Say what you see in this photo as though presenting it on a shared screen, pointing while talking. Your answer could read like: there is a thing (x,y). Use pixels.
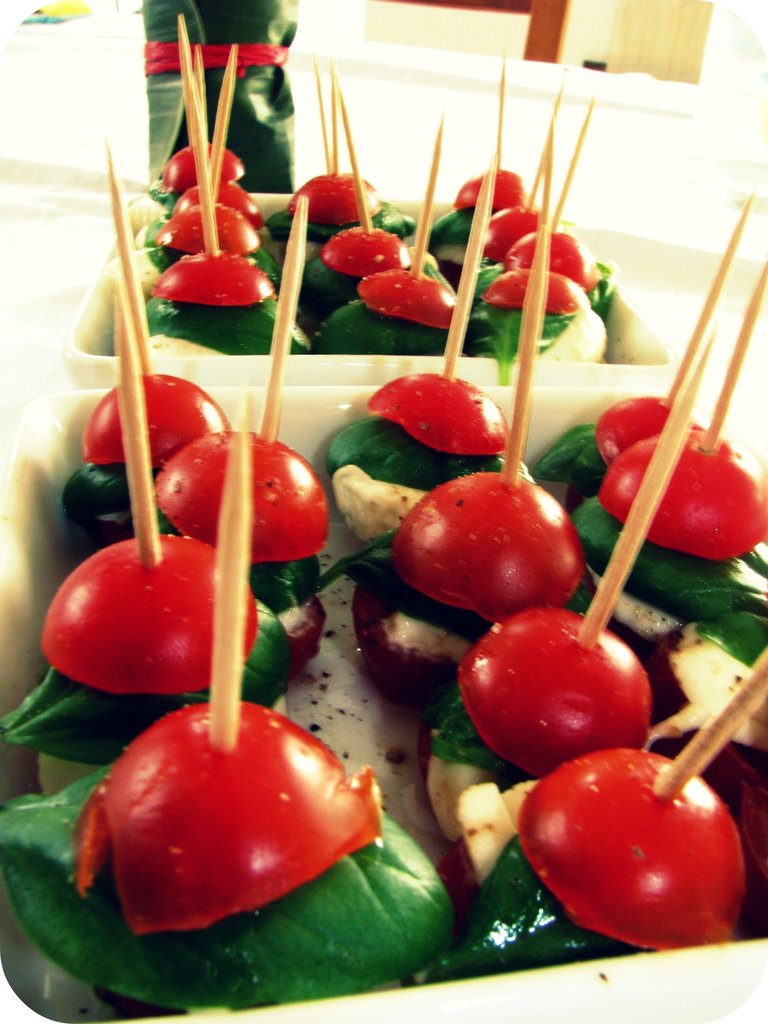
In this image we can see some food (670,579) in the plates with toothpick sticks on it which are placed on the surface (744,247).
